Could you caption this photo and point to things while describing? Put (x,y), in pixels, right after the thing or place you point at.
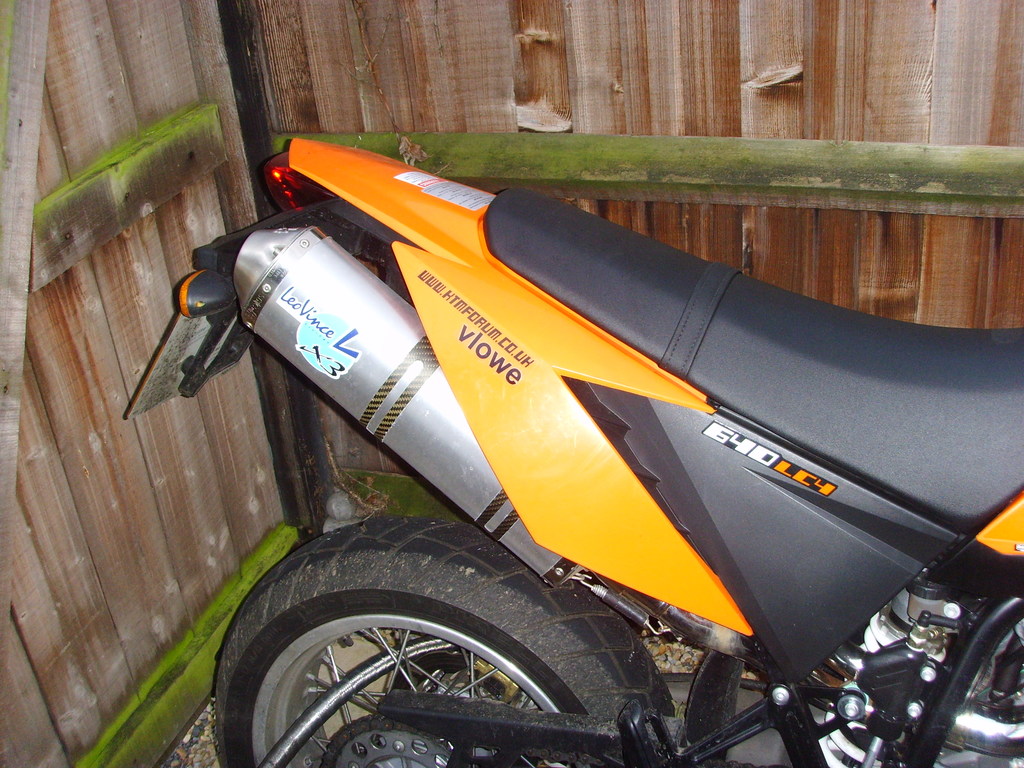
In this picture we can see a motorbike (431,714) parked on the path (180,754) and behind the bike (481,399) they are looks like wooden walls (185,120).
